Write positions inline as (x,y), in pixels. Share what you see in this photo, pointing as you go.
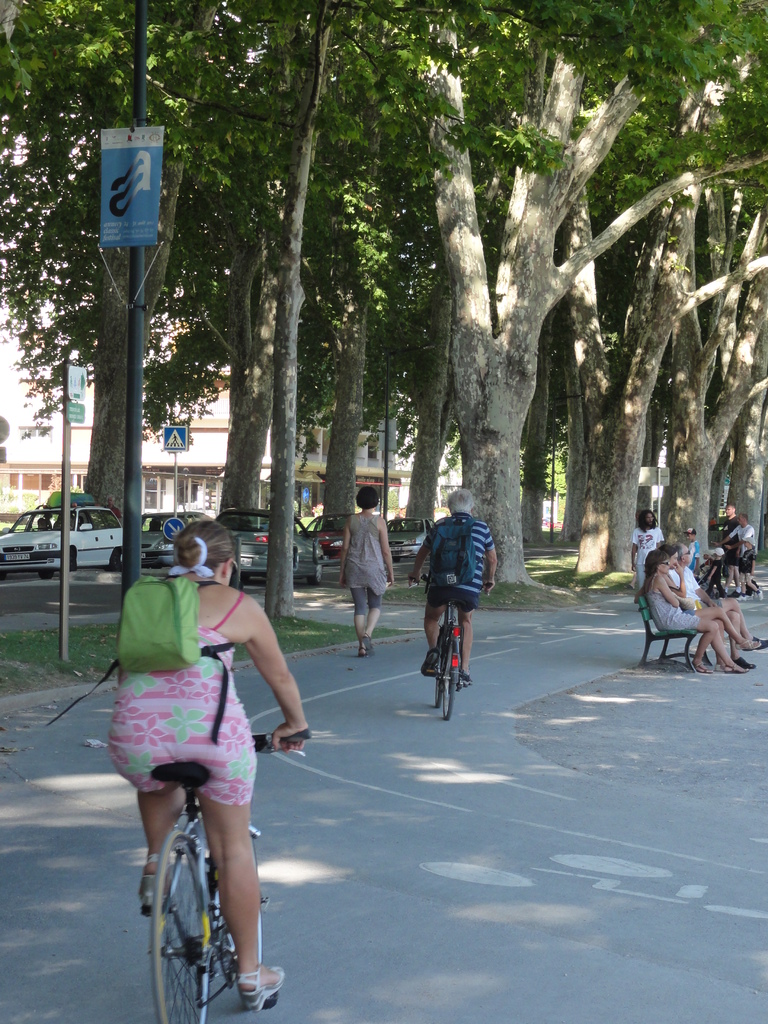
In this image there are people (475,527) who are bicycling on the road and few people (668,612) are sitting on the bench (654,636). In the background (606,537) there are trees (492,434), cars (85,524) and signal boards (186,434) and the building (76,431). The woman (166,676) has a bag (172,649) while riding the bicycle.
